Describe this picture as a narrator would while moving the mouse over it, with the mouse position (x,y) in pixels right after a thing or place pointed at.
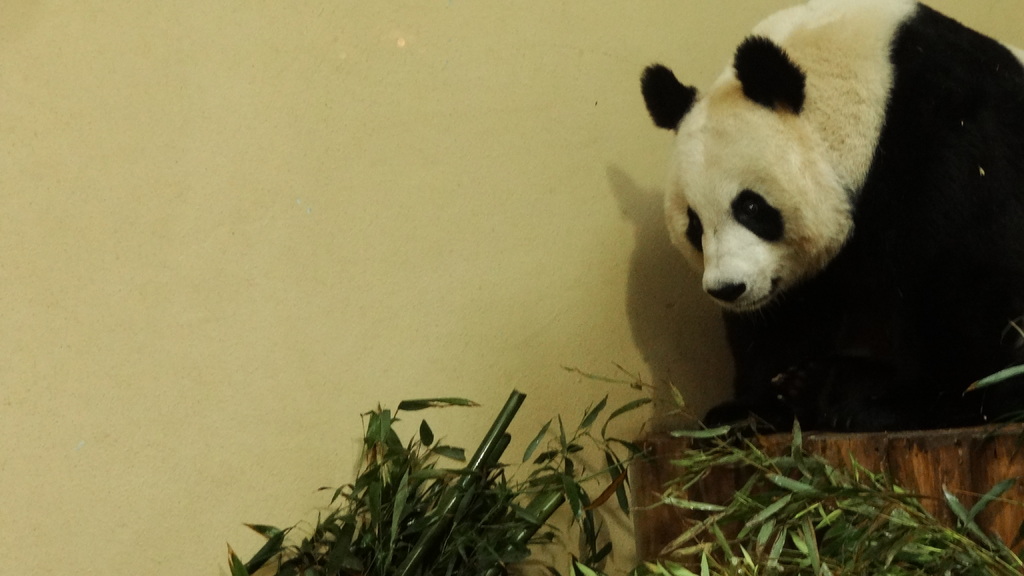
In this picture I can observe a panda (913,202) on the right side (811,232). I can observe some plants (505,516) on the bottom of the picture (455,496). In the background (326,202) there is a wall (206,231).
